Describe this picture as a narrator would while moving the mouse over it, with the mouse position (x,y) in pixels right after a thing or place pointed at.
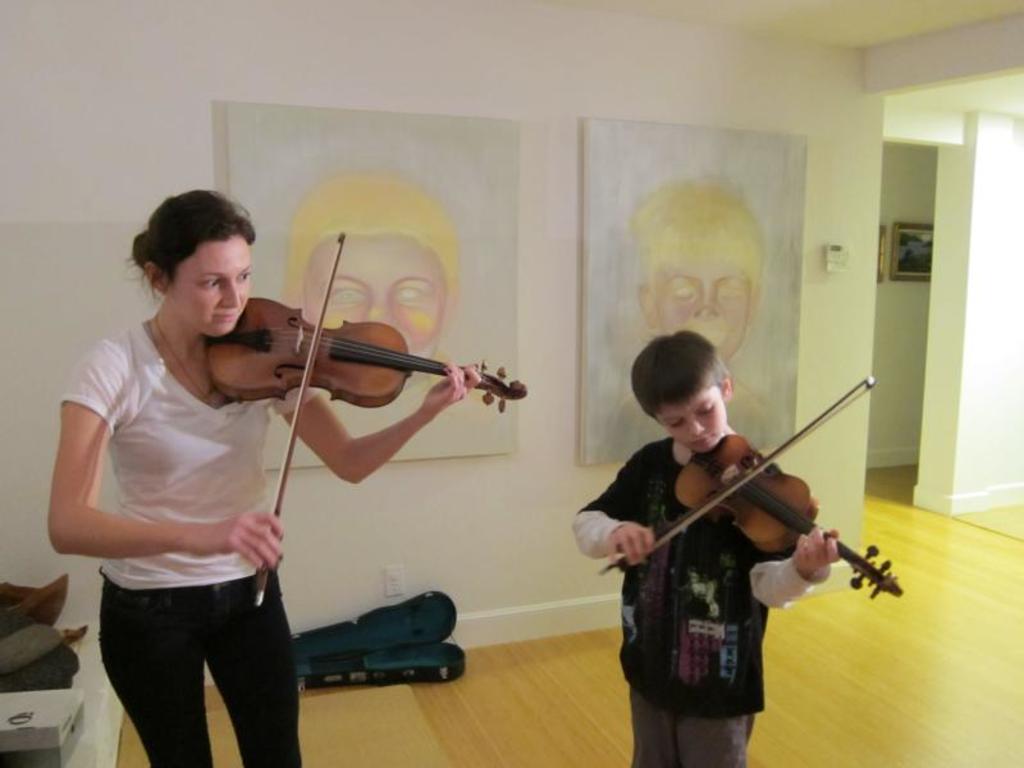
In this image, we can see a woman (152,544) and child (699,594). They are playing music with violins (234,380). At the bottom (515,721), we can see wooden floor (467,719), box (407,630), few objects (392,663). Background (553,318) there is a wall (549,330), decorative pieces (765,334), photo frame (891,271).
